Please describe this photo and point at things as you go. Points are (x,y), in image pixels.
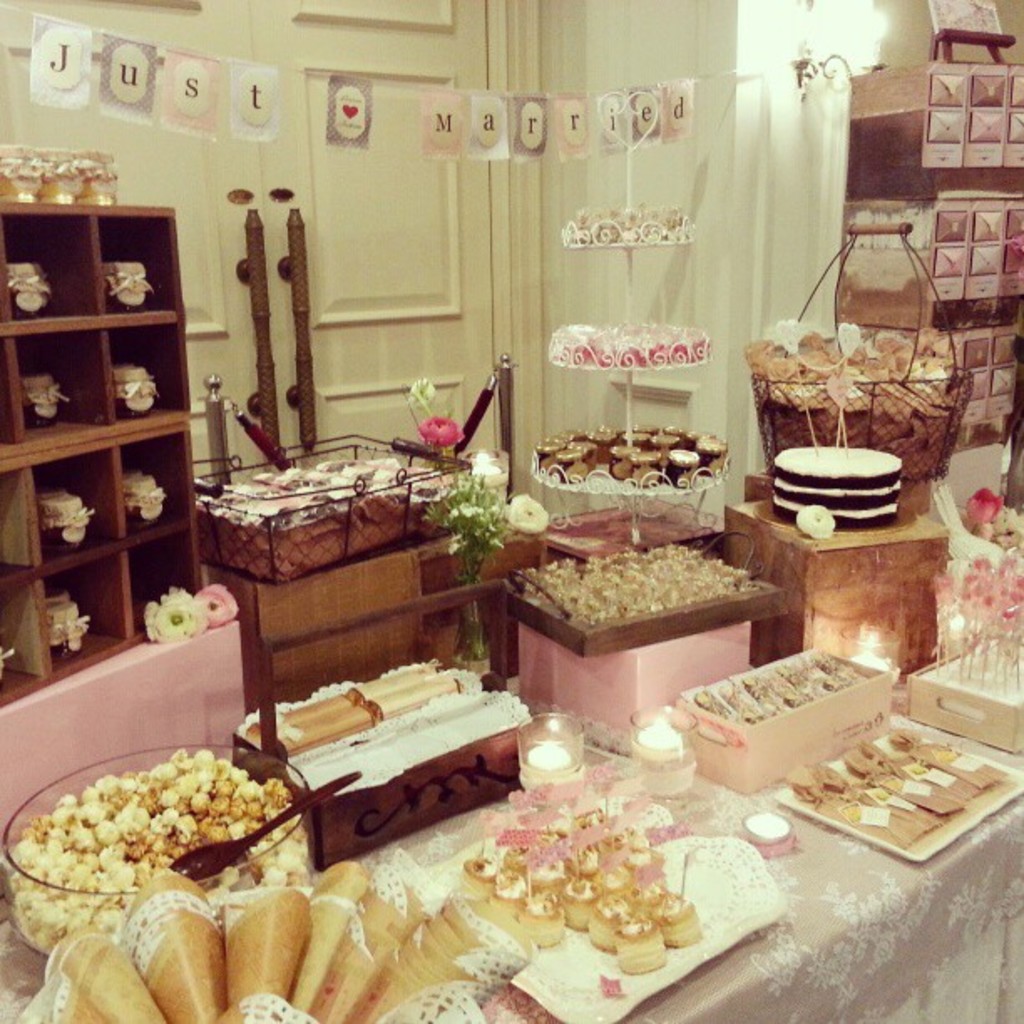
In this picture there is a room (309,482). In the front (610,830) we can see the table (944,1014) with some pastries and decorative baskets (320,522). Behind there is a wooden rack (27,204) with many gift packs (36,190). In the background (292,54) there is a white color door (396,107).
